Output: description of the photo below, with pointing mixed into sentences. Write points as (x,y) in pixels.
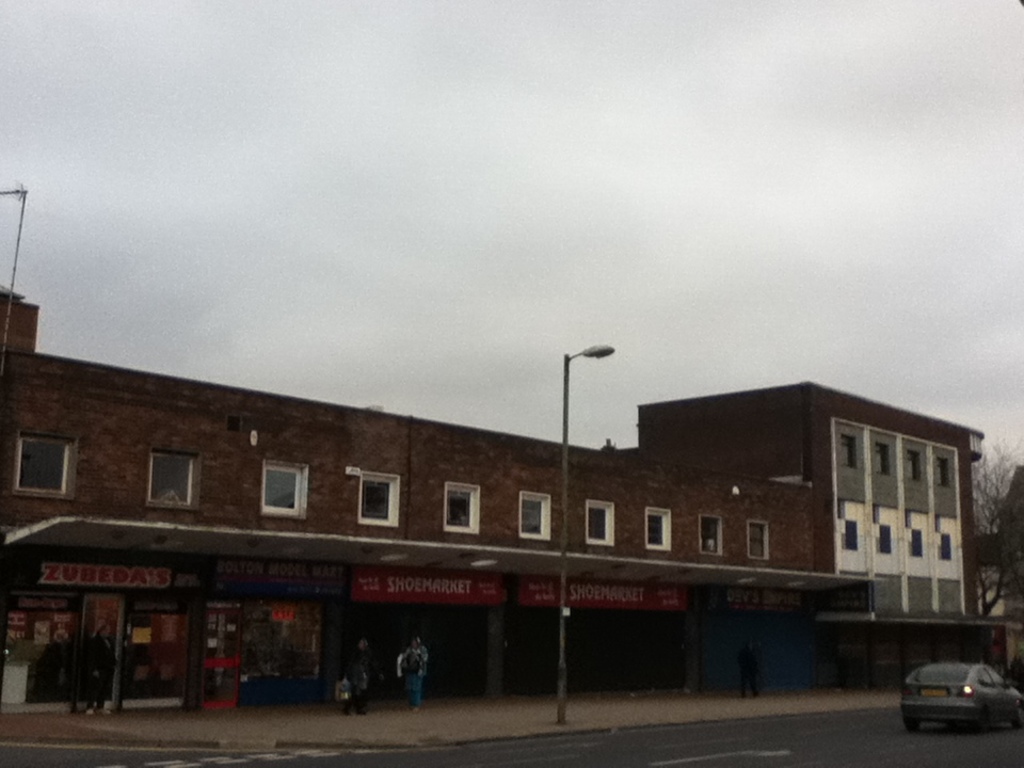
In this image I can see the vehicle (981,716) on the road (821,741). To the side of the road (538,746) I can see the light pole (563,657) and the building (624,549) with windows (477,488). I can see few people (364,674) standing and few boards (333,581) to the building (317,516). In the background (431,121) I can see the sky (57,260).
